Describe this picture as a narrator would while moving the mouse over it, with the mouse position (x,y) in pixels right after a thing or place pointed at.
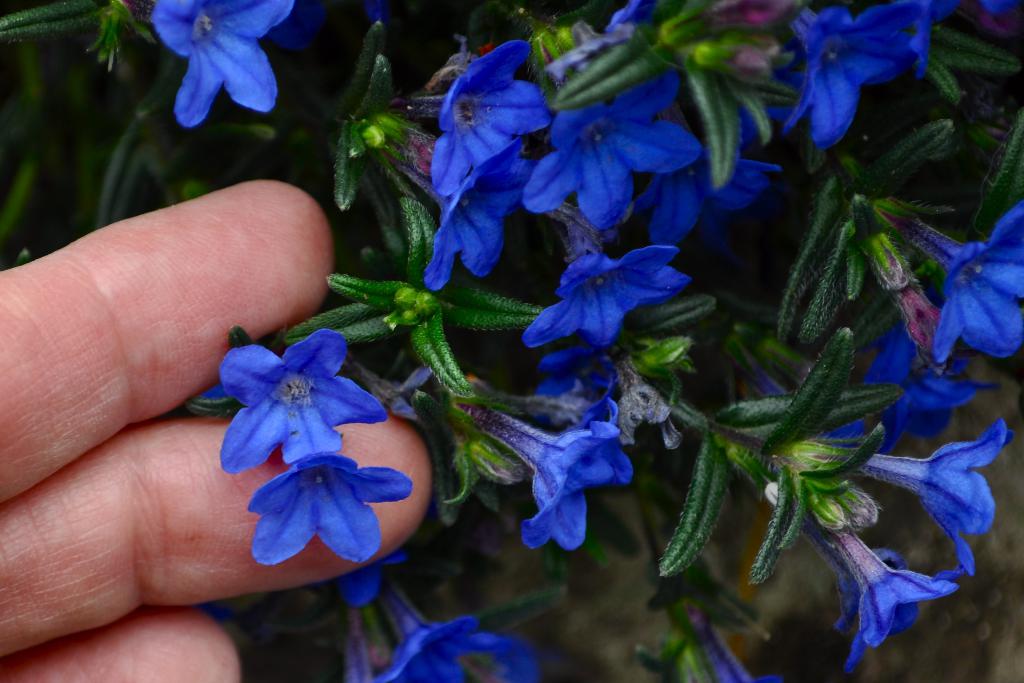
This image is taken outdoors. In this image there is a plant (962,495) with leaves (462,324), stems (392,160) and flowers (336,411). Those flowers (547,443) are blue in color. On the left side of the image (107,447) there are three fingers (152,575) of a person (85,457).
